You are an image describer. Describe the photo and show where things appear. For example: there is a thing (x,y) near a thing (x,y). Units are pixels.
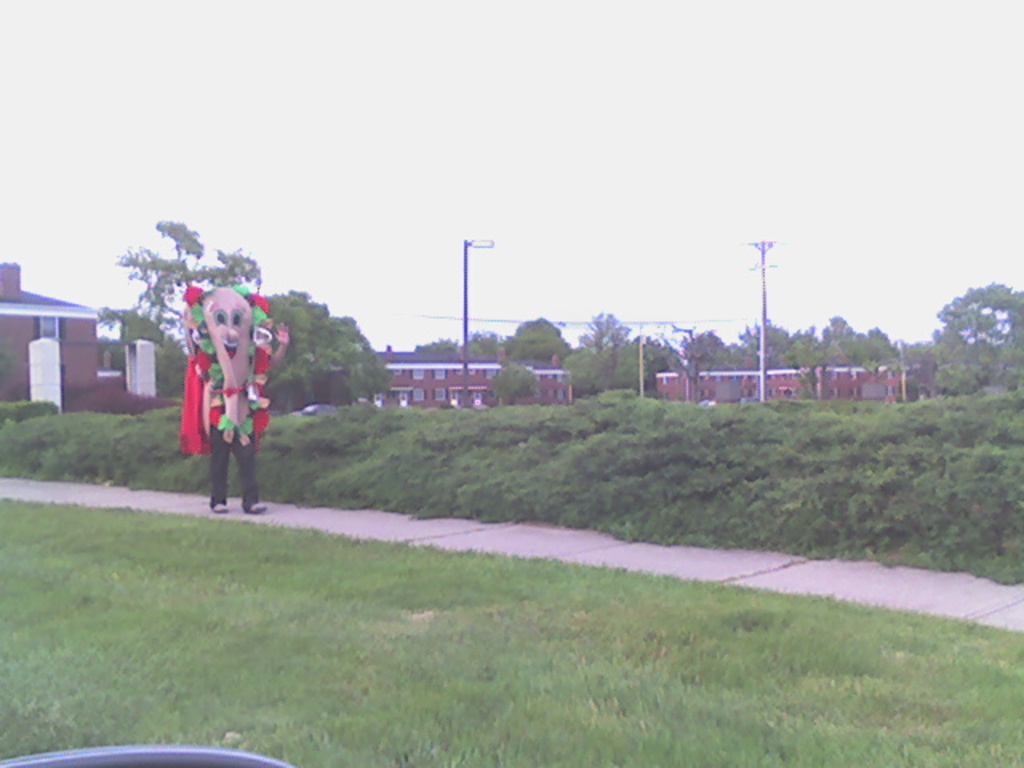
Here we can see a person (234,338) with a mask (207,326). This is grass (384,645) and there are plants (737,540). In the background (489,299) we can see trees (659,351), poles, houses (412,379), and sky (855,270).
